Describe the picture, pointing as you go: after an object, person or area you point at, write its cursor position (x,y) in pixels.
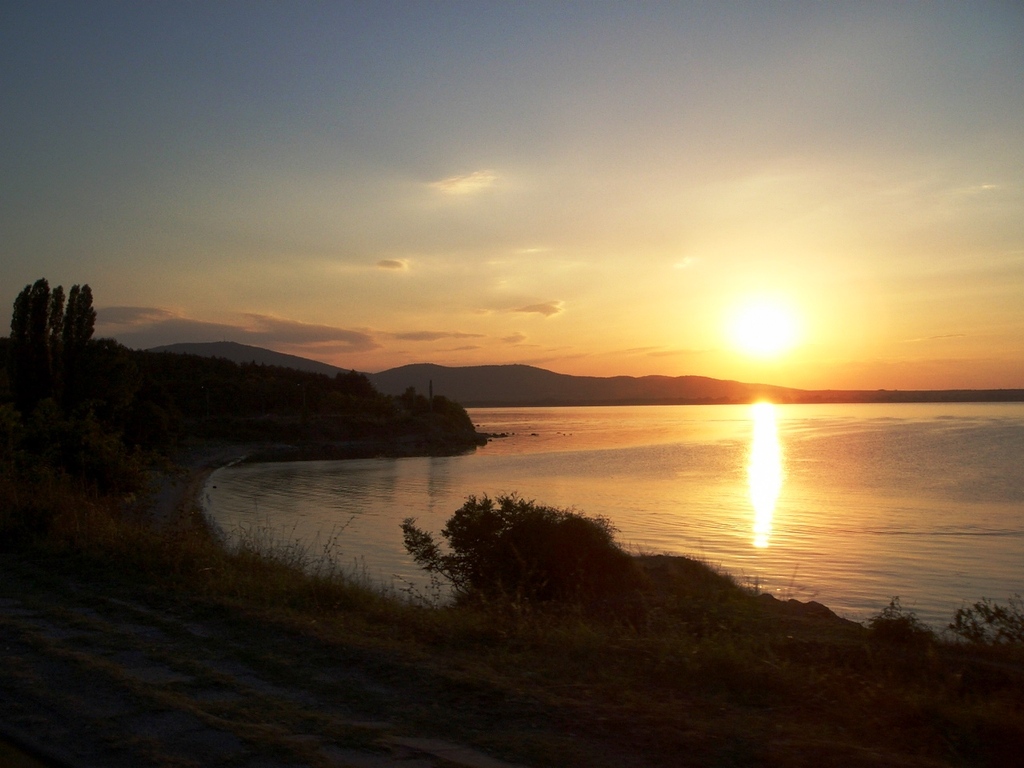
In this image at the bottom (187,644) there is grass (569,672) and walkway (138,662), and on the right side of the image (796,464) there is a river (681,457). And in the background (200,359) there are mountains (742,394), trees (59,418) and sun (757,317). At the top (468,93) there is sky (401,147).
